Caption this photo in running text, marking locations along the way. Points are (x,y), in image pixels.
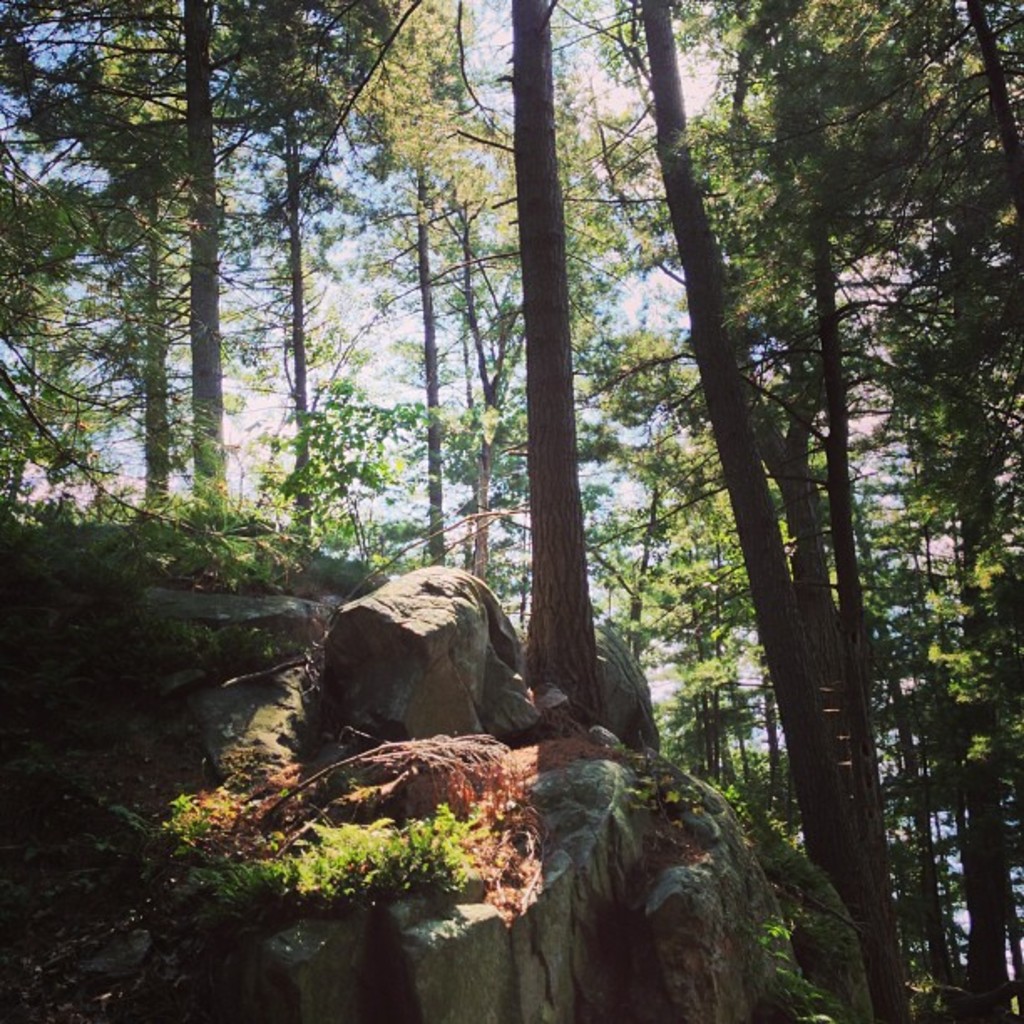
In this image we can see many trees (868,95), there are rocks (440,970), there is a grass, there is a sky (337,185).
